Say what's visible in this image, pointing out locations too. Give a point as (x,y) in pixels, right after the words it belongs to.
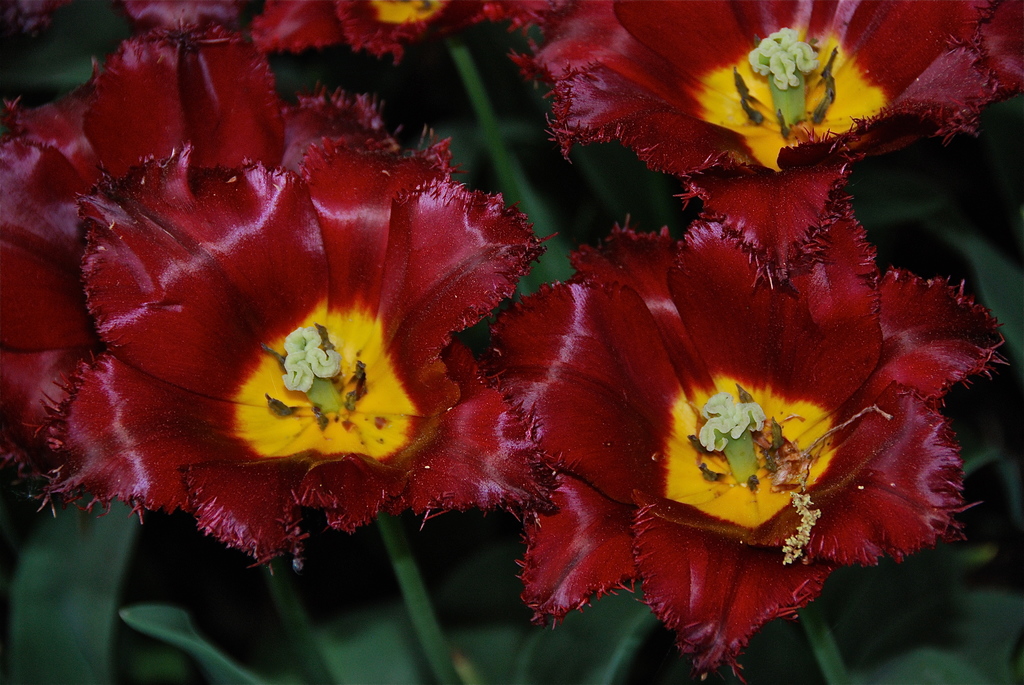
In this picture there are maroon color flowers (585,271) on the plants (912,671).
